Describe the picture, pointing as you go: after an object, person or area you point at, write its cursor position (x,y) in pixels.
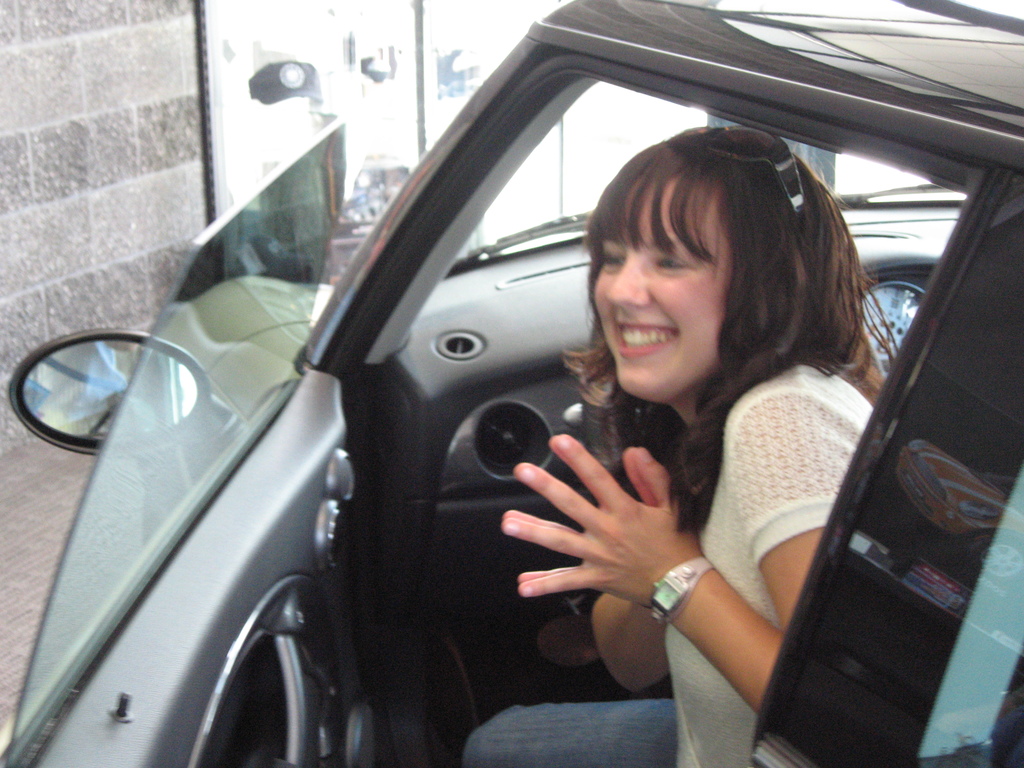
In the picture we can see a woman (783,222) sitting in a car (924,263) and she is smiling, she is wearing a white dress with a wrist watch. The car (937,178) is black, and gray in colour. In the background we can find a wall (40,56), a glass doors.
